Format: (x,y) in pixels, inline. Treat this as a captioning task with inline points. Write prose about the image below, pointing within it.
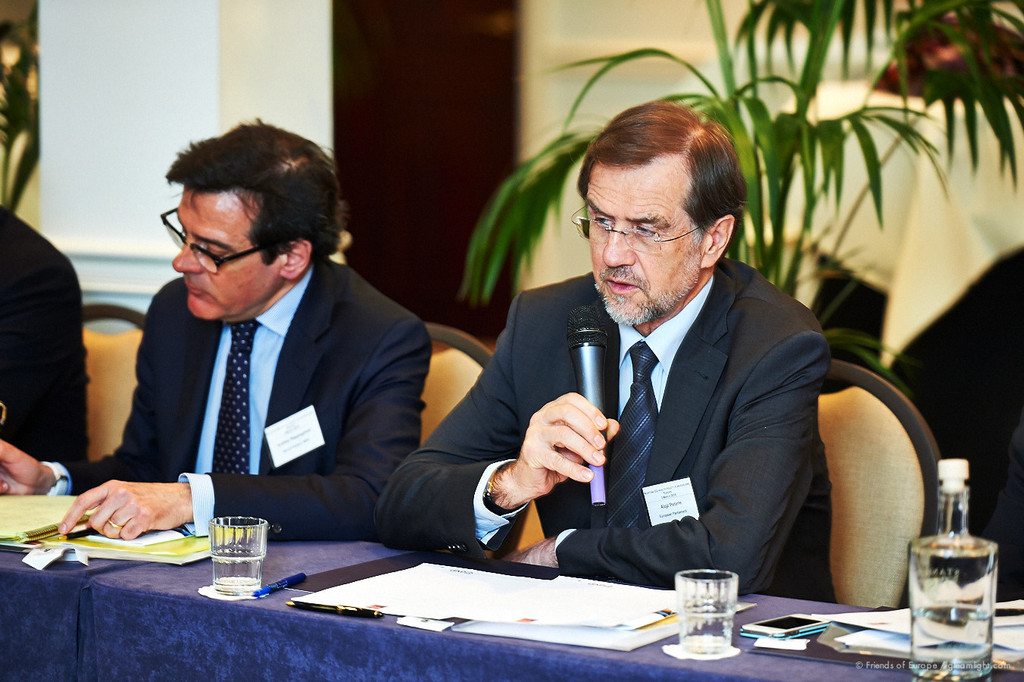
In this image we can see a man (584,432) holding the mike (579,374) and sitting. We can also see two persons (187,283) sitting on the chairs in front of the table (57,602) and on the table (38,606) we can see the glasses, mobile phone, pens (332,612) and also the papers (552,598). In the background (837,8) we can see the house plant (823,9) and also the wall (81,66).
